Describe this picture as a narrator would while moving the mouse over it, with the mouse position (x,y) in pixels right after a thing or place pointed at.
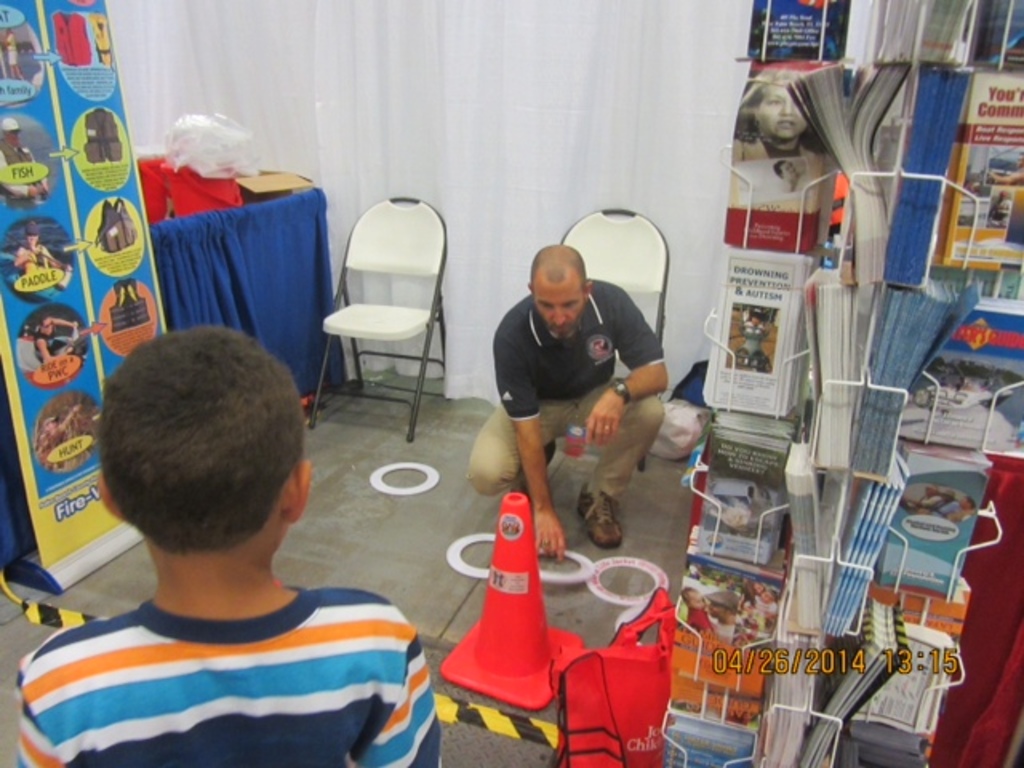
In this image i can see two persons (493,463), books (864,204), chairs (361,385) and blue curtain (317,226).
